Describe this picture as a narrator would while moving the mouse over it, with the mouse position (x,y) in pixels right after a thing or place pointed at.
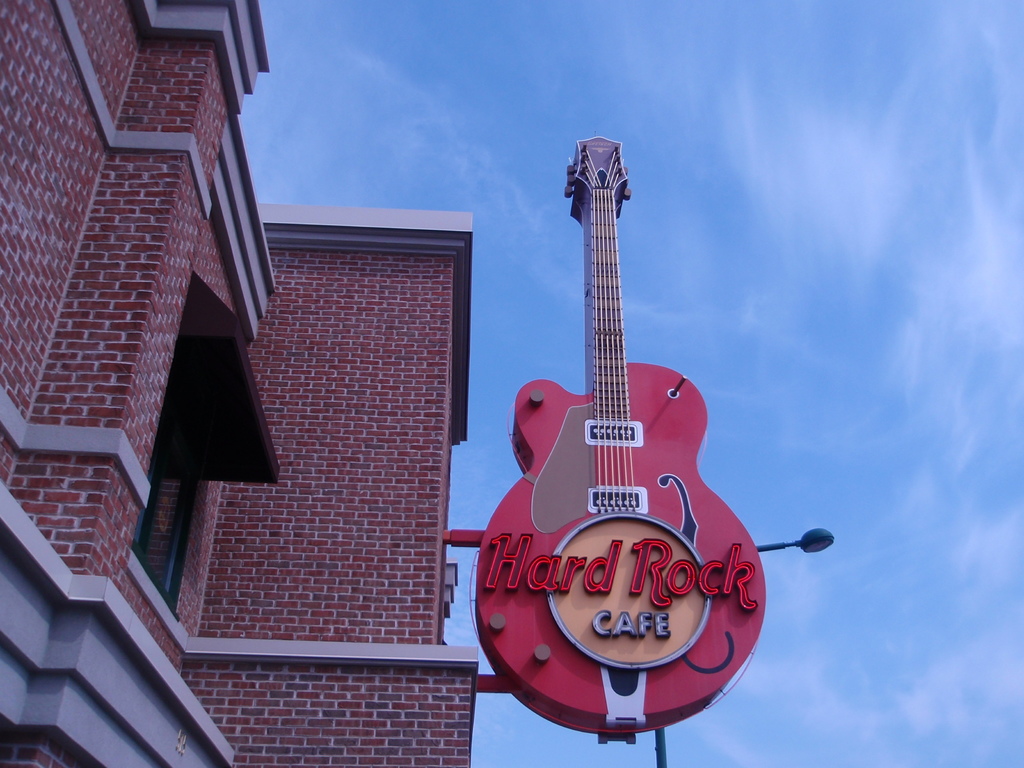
There is a building (189,498) on the left (188,508) which has red brick walls (200,513) and a window (180,514). There is a guitar (657,489) and a lamp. There is sky (772,489) at the top (900,103).
